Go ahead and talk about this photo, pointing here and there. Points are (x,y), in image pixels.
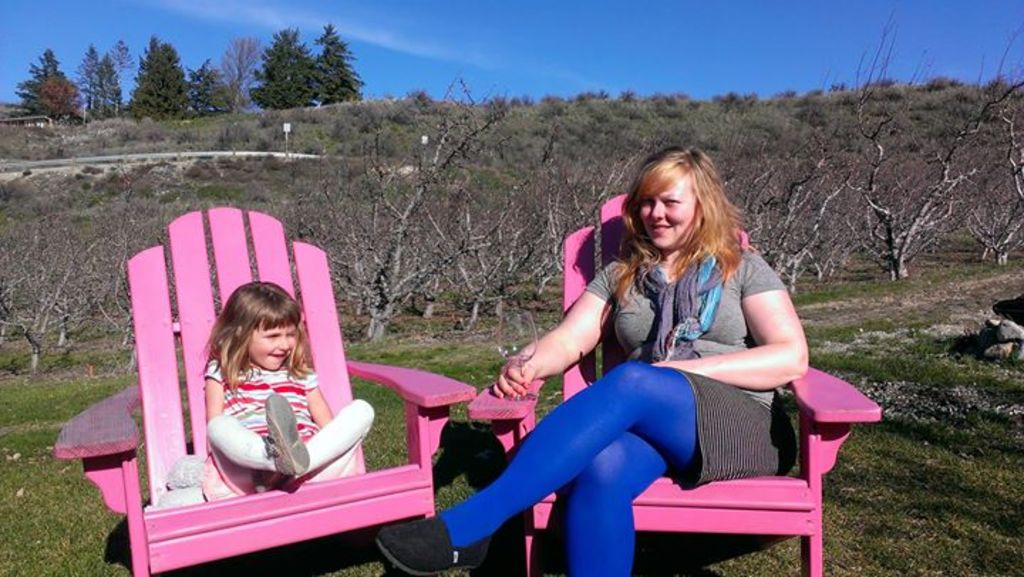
In this image, we can see a girl (273,405) sitting on the chair (321,384) and on the right (695,383), there is a lady (560,352) sitting on the chair (518,404) and holding a glass (510,346). In the background (220,130), there are poles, trees (469,230) and hills (565,127). At the bottom (890,508), there is ground (889,487).
